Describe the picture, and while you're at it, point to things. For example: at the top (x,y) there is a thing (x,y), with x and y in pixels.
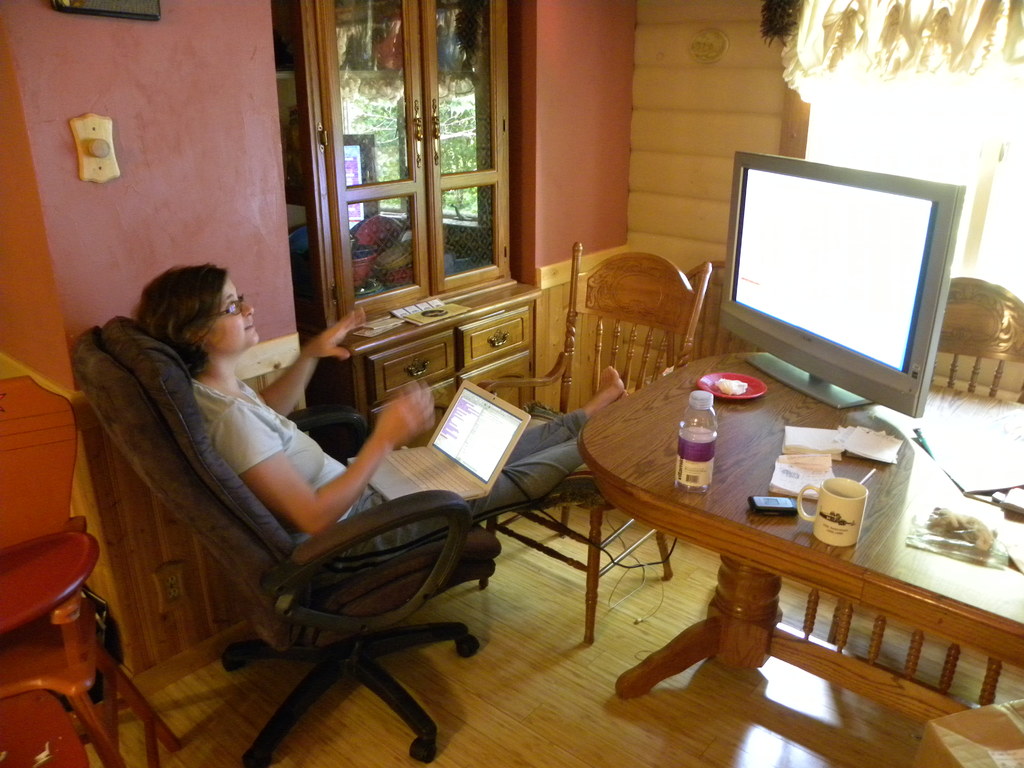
A lady (291,444) is sitting on a chair (326,546). On her lap (495,488) there is a laptop (445,456). She is holding her legs (562,461) on another chair (640,303). There is a table (889,503). On the table (875,545) there are cup (825,495) bottle (677,477) TV (861,331) plate (754,393) books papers (819,436). And on the side there is a wall (152,232). And there is a cupboard (433,265) and there is a curtain (864,54).
